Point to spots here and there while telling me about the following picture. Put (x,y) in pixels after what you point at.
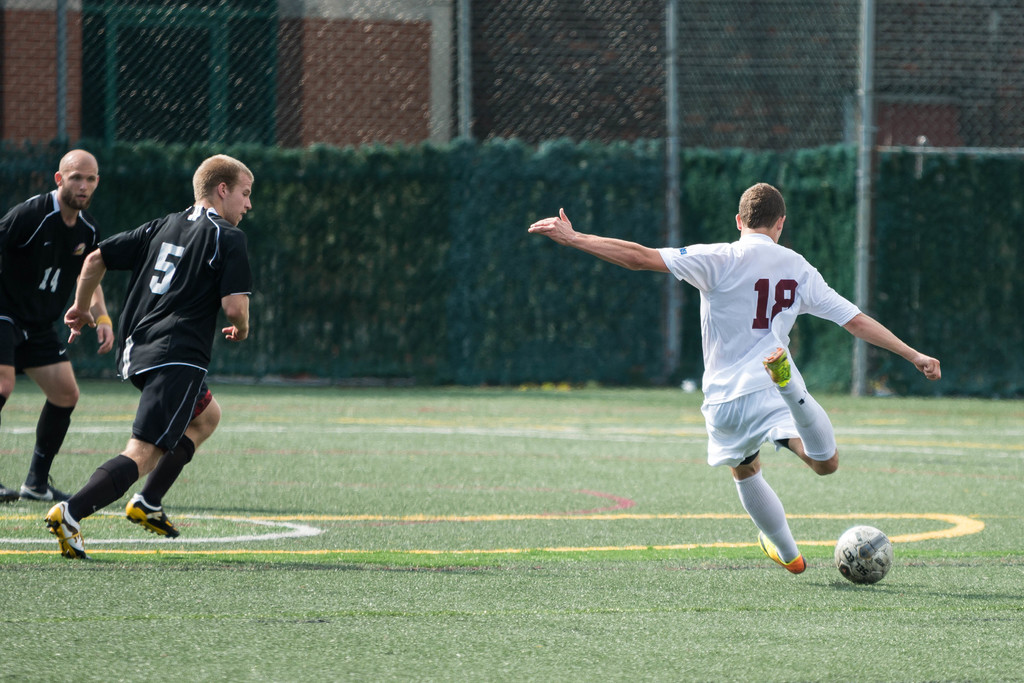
In this image, we can see three persons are on the ground (410,586). Here we can see a ball (858,560). Background (962,214) we can see plants (637,380), mesh (231,104), rods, wall (410,94) and glass object (179,118).
